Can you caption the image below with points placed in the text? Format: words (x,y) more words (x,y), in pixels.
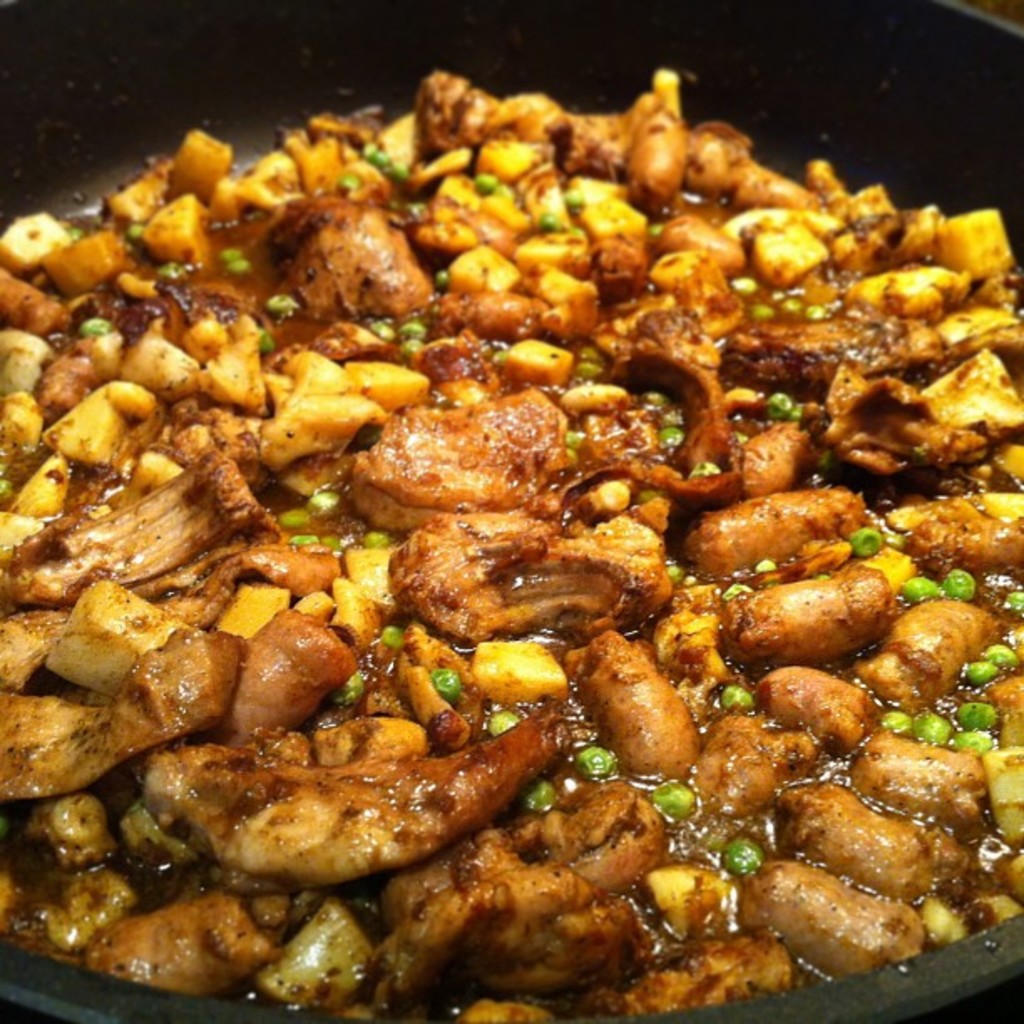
In this picture we can see food items (152,725) in a bowl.
